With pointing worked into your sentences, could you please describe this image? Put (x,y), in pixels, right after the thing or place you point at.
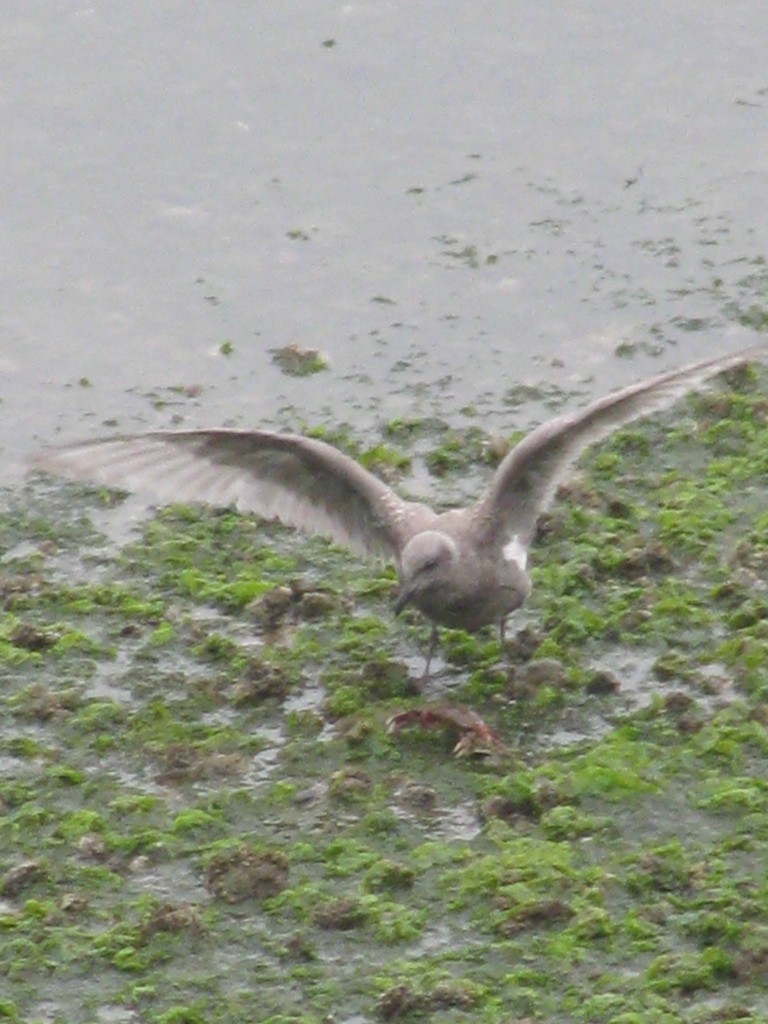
In this image we can see a bird (425,607) on the water (215,940) which is covered with some stones (251,848) and water plants (67,681).
